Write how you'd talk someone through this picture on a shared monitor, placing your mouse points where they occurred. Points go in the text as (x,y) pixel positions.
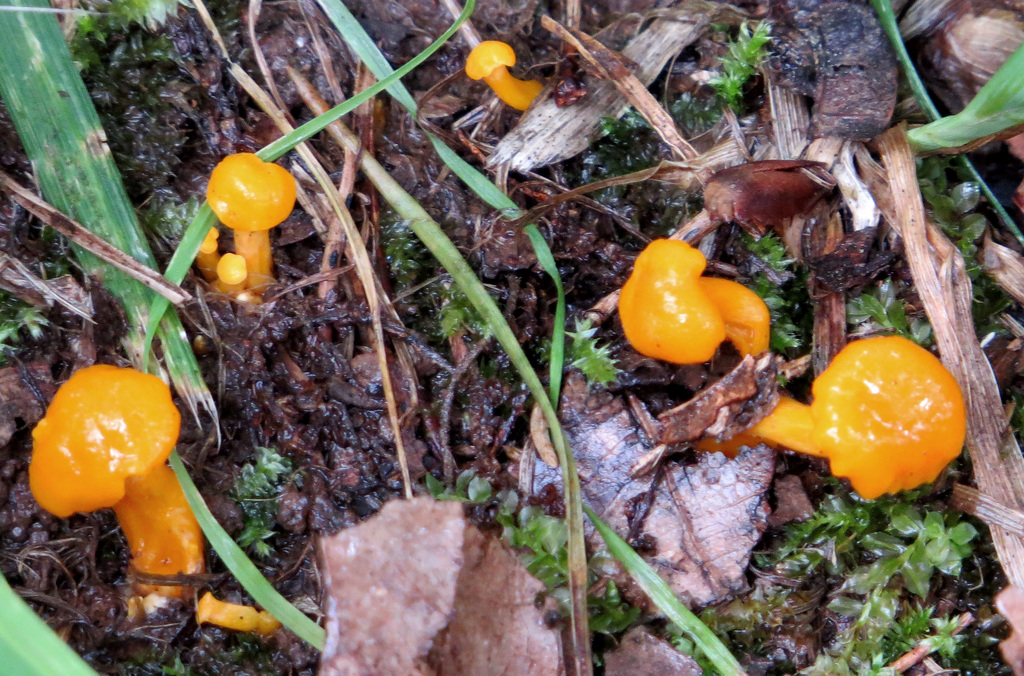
In this picture I can see an orange colored mushrooms (860,440), beside that I can see the grass (935,274) and leaves (396,575).
